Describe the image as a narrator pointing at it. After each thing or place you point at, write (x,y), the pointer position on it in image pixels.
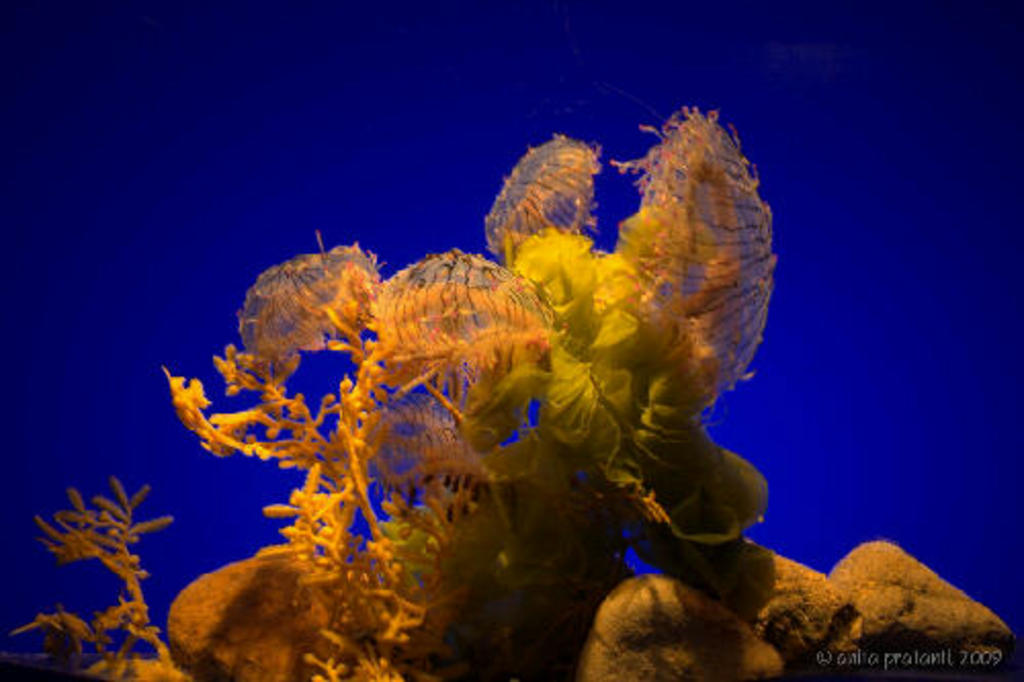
In this picture we can see the aquatic plants (497,471) and stones (755,663). In the background of the image (172,59) we can see the blue color. In the bottom right corner (982,661) we can see the text (820,660).
